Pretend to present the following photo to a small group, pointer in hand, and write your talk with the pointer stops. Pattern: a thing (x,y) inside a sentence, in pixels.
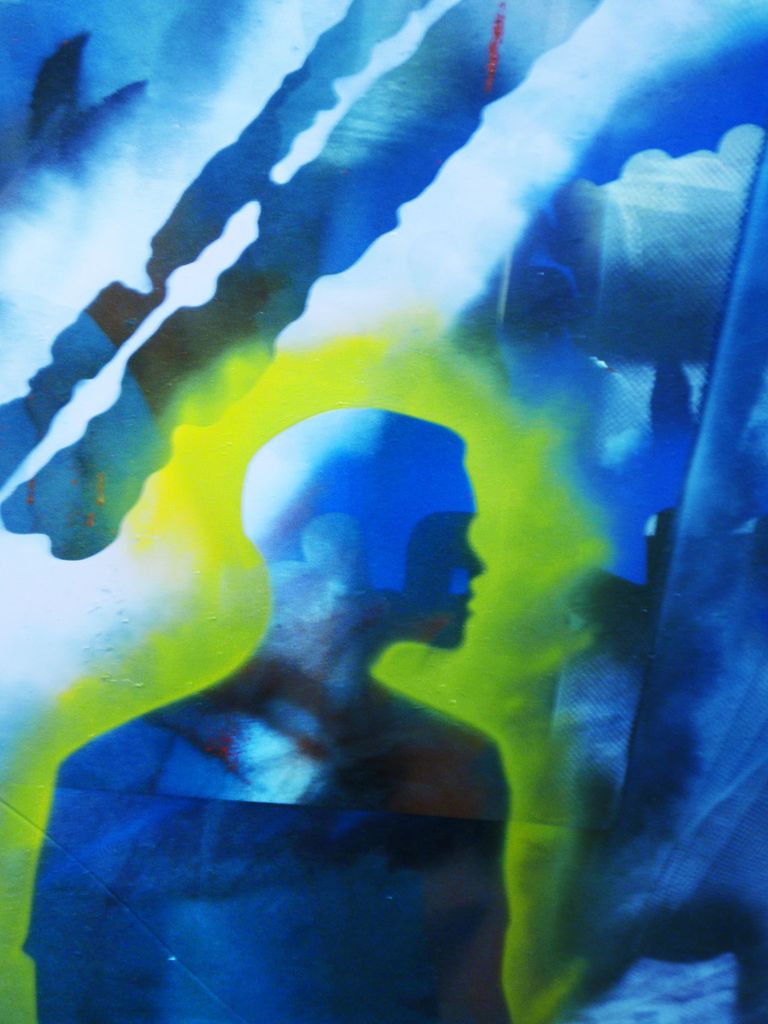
In this picture I can observe a shape of a person (316,618). This is in blue color. Around this person (279,641) I can observe yellow color. The background (487,156) is in blue and white color.
